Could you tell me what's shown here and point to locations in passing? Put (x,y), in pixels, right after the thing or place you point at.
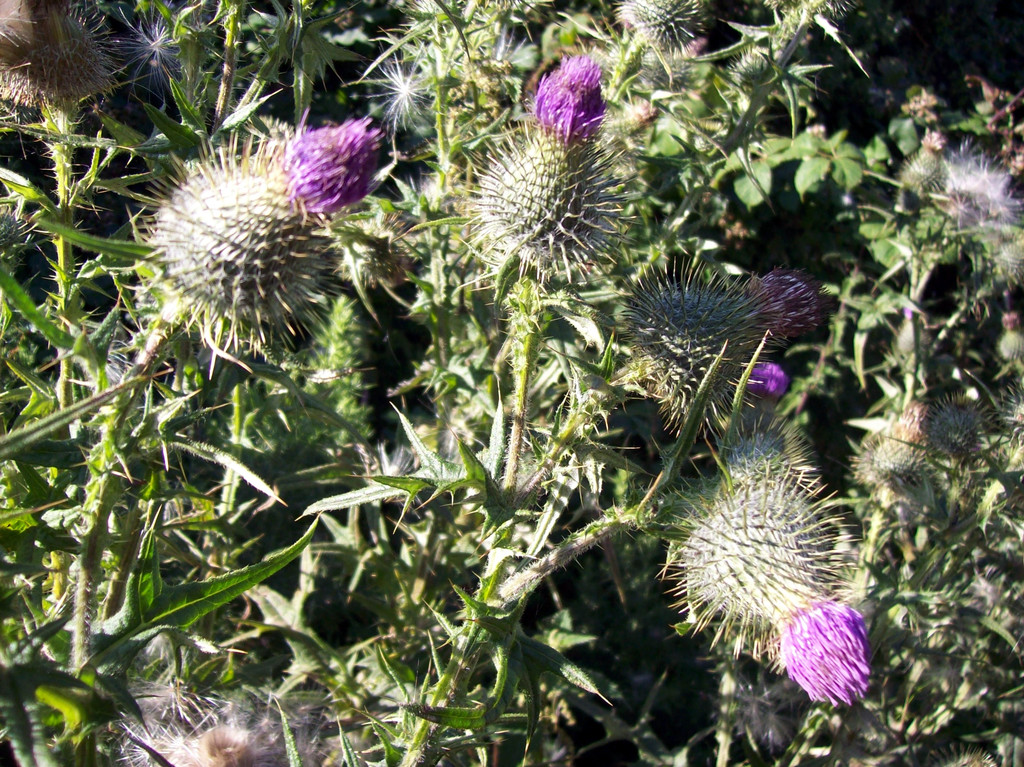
In this image we can see plants (375,165) with flowers (251,190).
